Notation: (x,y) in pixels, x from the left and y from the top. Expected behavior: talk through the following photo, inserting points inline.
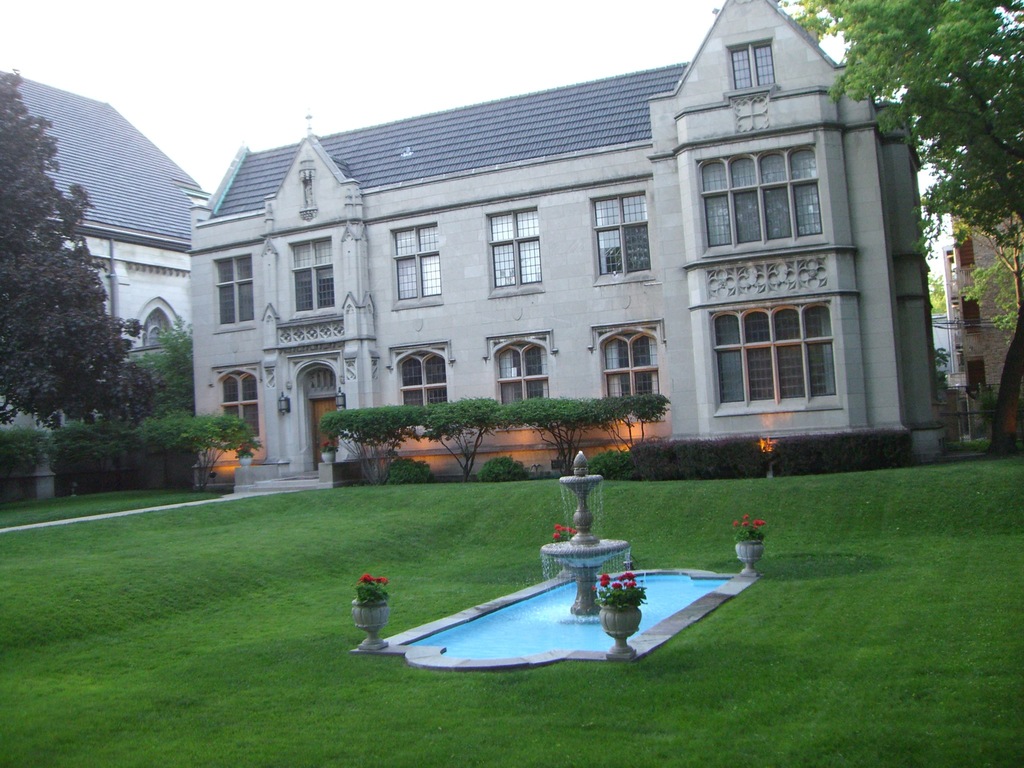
In this image in the center (423,285) there are some buildings (827,281), trees (157,445), plants (395,426) and at the bottom (374,524) there is grass (227,630). And fountain (600,549) and some flowers (755,535), and at the top (383,43) there is sky (442,69).
